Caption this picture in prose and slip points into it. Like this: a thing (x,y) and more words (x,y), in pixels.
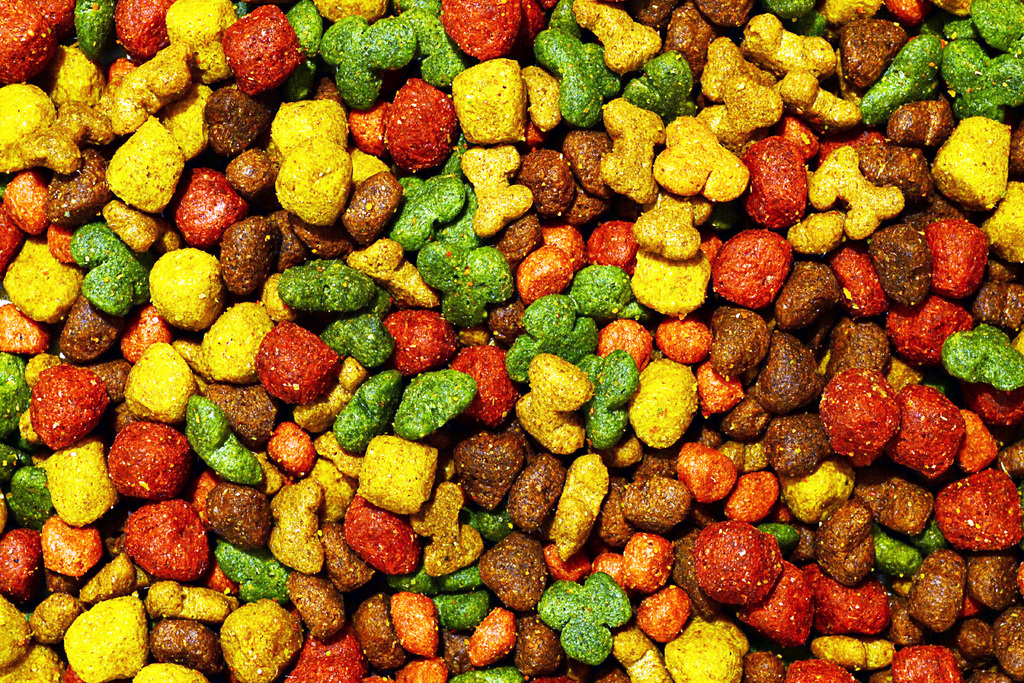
It is a zoomed in picture of colorful pet food (609,484).
